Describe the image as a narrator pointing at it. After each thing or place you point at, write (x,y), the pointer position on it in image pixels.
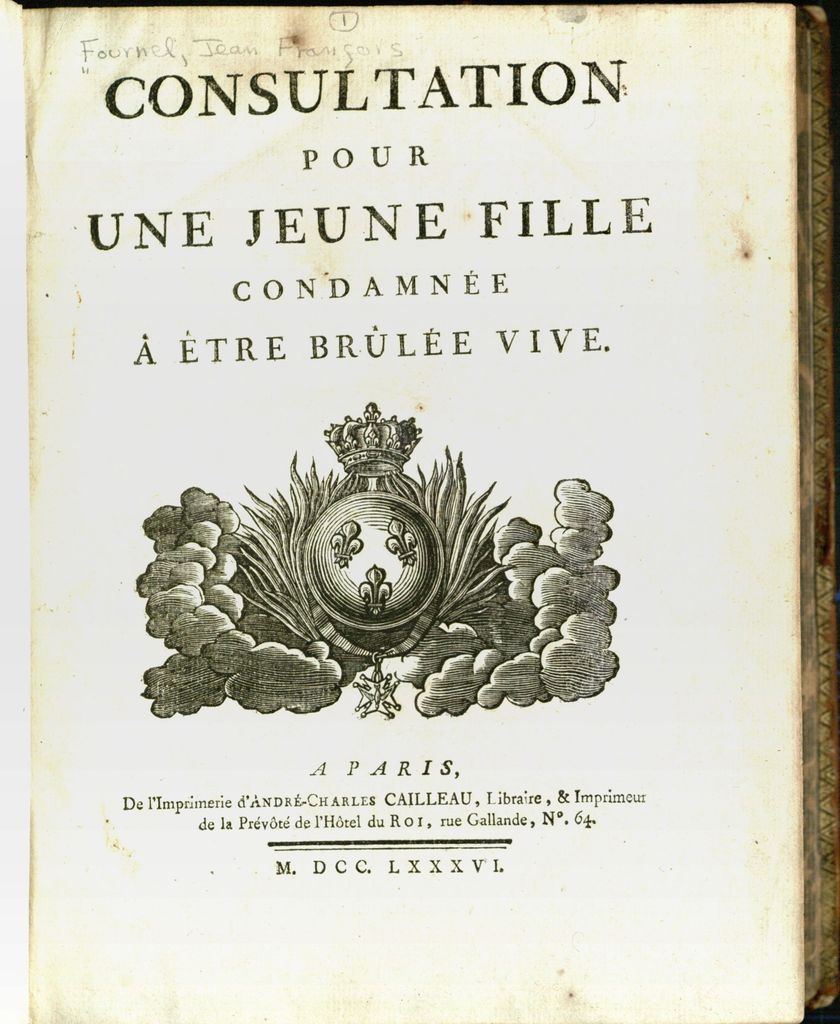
In this image there is a paper (455,385) having some text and there is a painted image (295,573) on it.
